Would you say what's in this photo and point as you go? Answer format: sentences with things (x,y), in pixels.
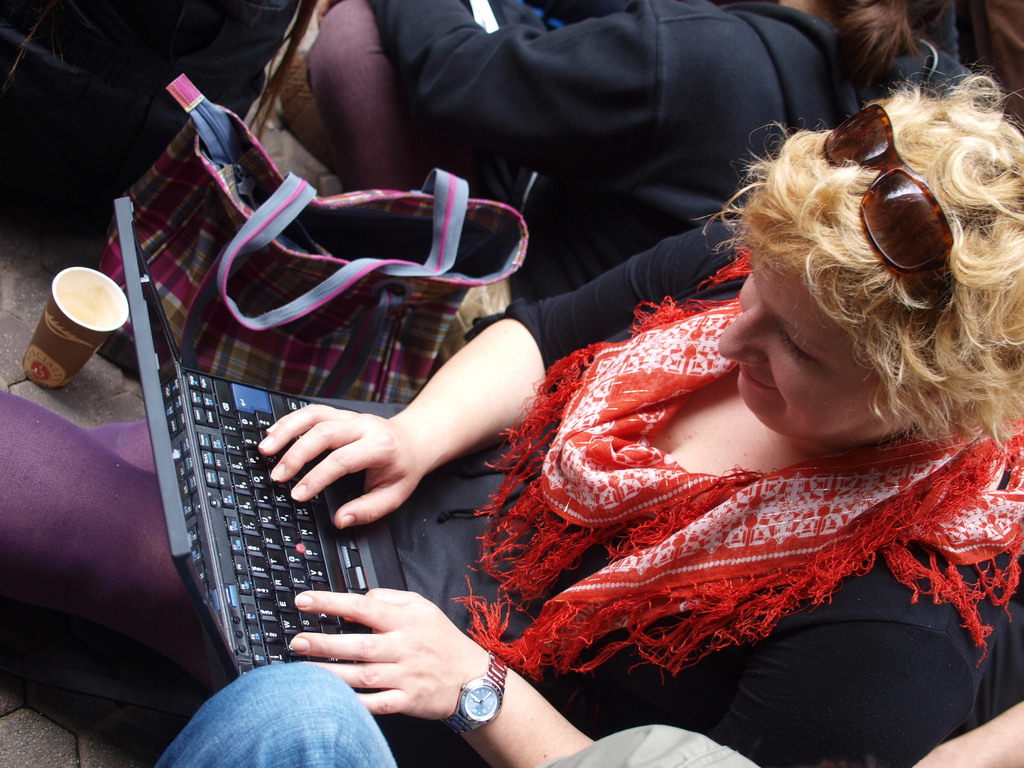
In this picture there are people (325,593), laptop (132,256), handbag (317,273), cup (70,333) and other objects (458,728).
